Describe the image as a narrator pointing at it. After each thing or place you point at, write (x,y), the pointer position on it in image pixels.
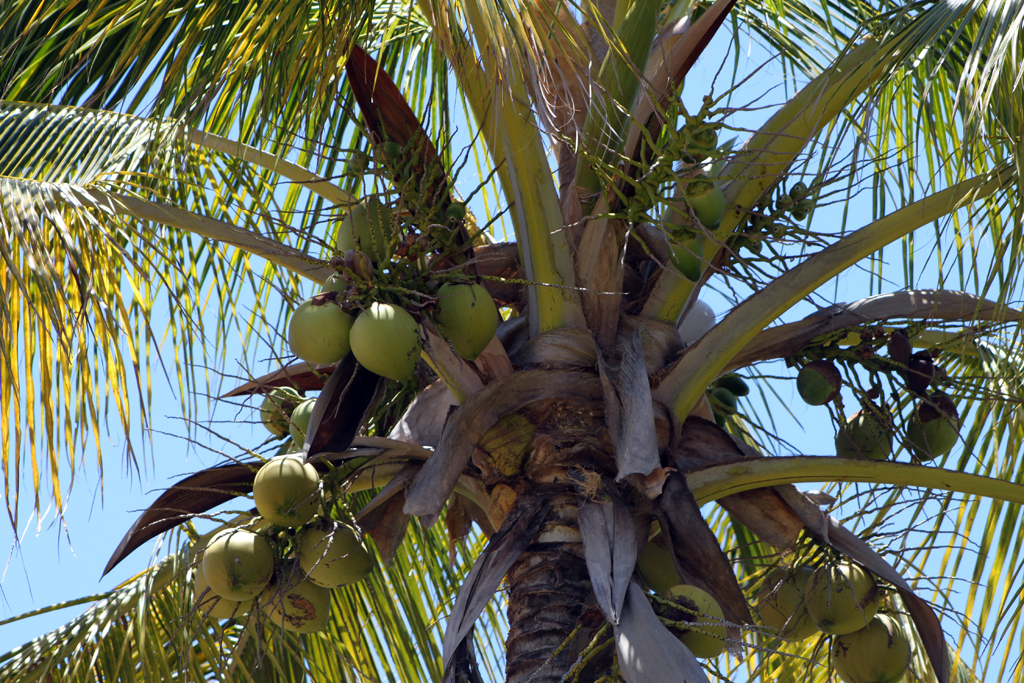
In this image there is a tree (459,487) with coconuts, and in the background (3,567) there is sky (3,567).
